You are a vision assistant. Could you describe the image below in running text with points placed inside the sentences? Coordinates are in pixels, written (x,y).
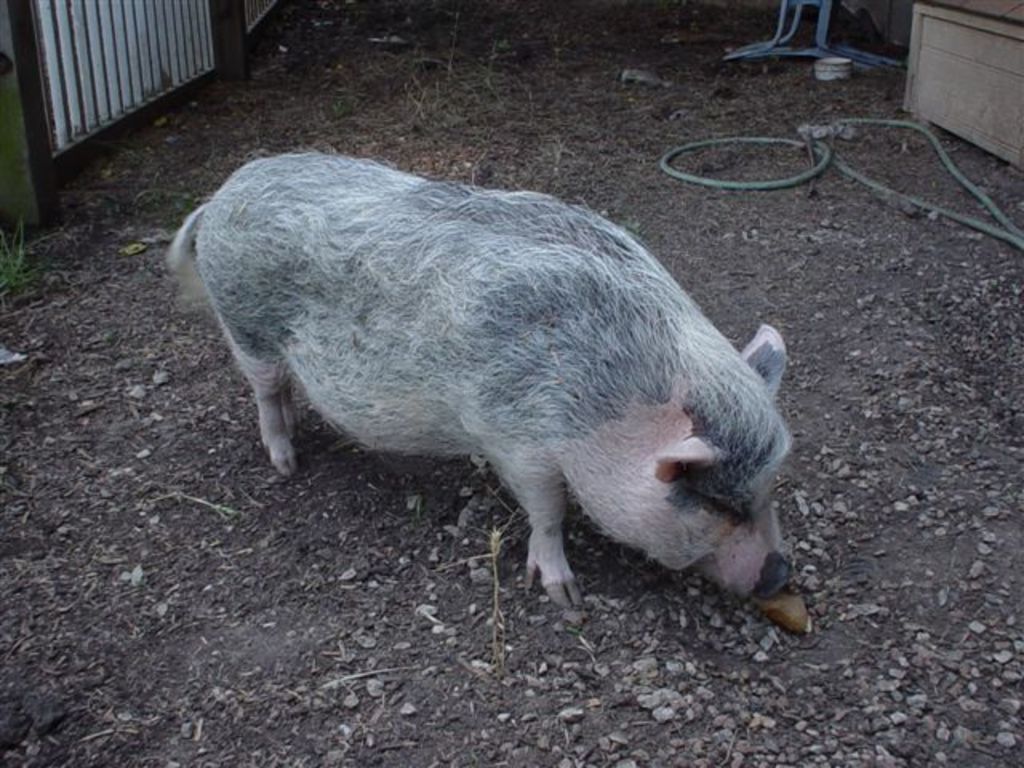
In this picture we can see a pig (565,455) is standing, at the bottom (556,613) there are some stones (604,694), on the right side (869,186) we can see a pipe (986,199).
